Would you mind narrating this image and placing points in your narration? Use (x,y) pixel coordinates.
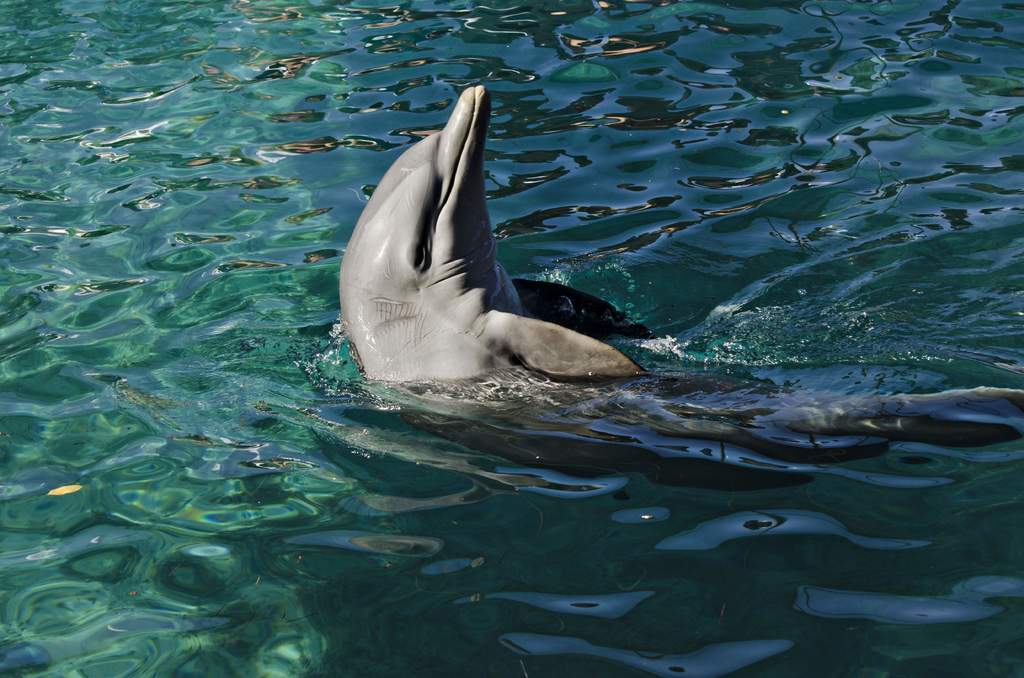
In this picture there is a dolphin (422,162) in the center of the image (466,342) in the water (532,270) and there is water (277,423) around the area of the image.
